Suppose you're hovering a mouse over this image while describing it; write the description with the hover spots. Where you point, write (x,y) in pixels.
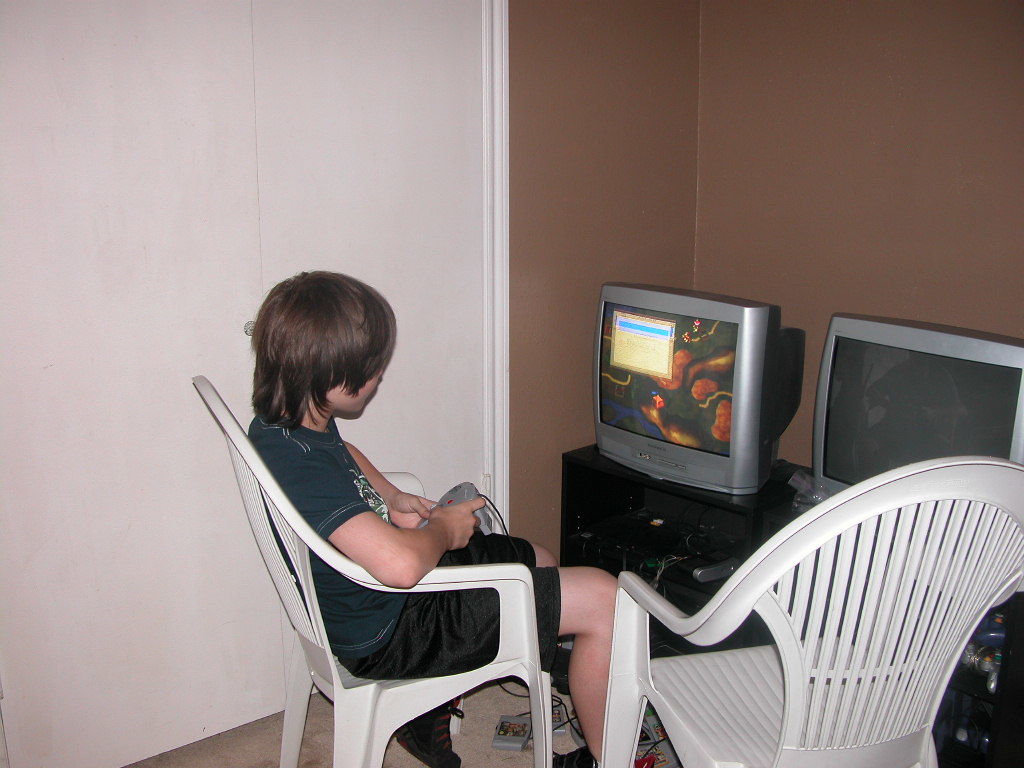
In the image we can see a child (381,541) wearing clothes (402,593) and holding a device (433,525) in hands (469,522), and the child (293,479) is sitting on the chair (413,485). Here we can see two chairs (663,603) and two electronic devices (765,405). Here we can see the cable wires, floor (520,711) and the wall (810,388).
